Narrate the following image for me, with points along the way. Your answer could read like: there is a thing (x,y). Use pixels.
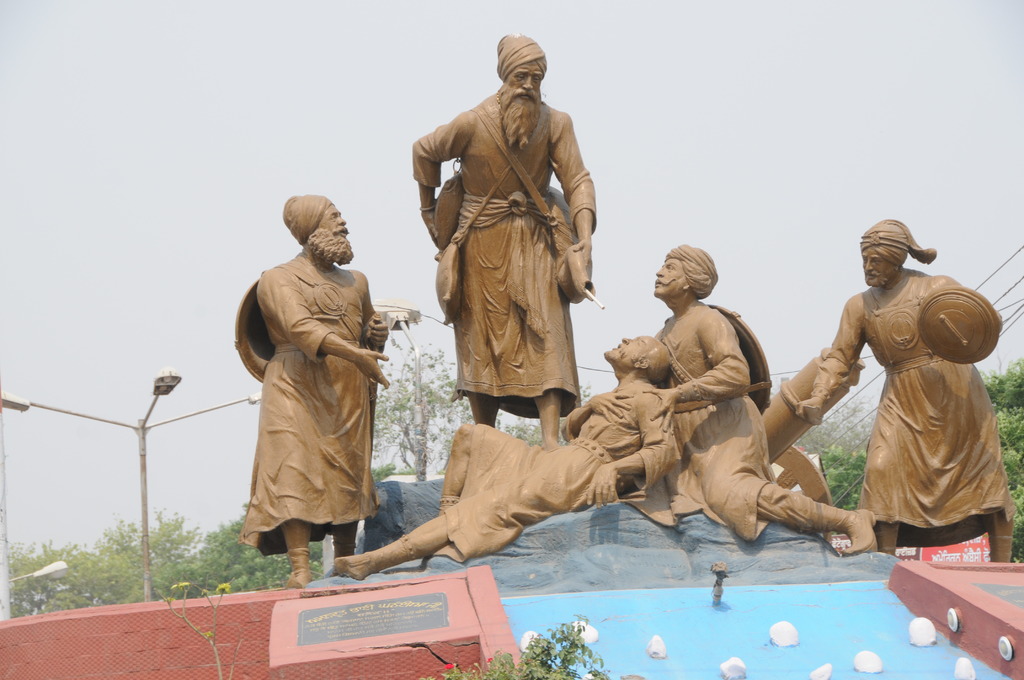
In the image in the center (455,254) we can see few statues (361,306) holding some objects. In the bottom of the image (428,596) we can see stones (928,626), plants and banners (330,634). In the background (637,108) we can see the sky (208,110), clouds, trees (21,593) and poles (3,598).
